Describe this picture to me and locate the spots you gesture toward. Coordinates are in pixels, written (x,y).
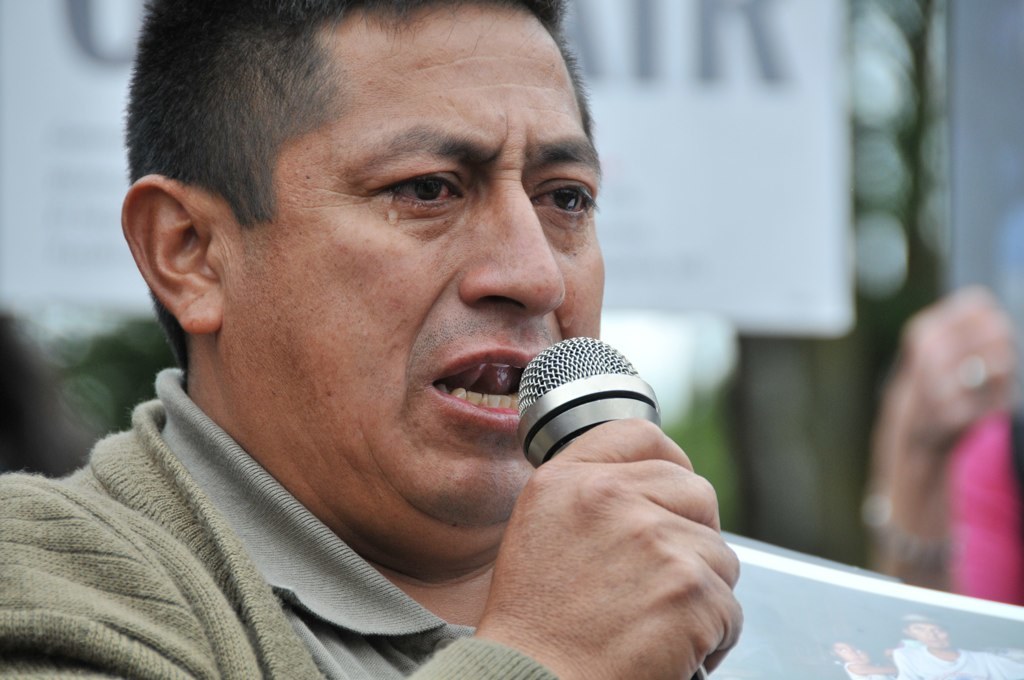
In this picture there is a person (238,413) wearing a jacket (194,607) is holding a mic (605,415) in his right hand (601,560).
